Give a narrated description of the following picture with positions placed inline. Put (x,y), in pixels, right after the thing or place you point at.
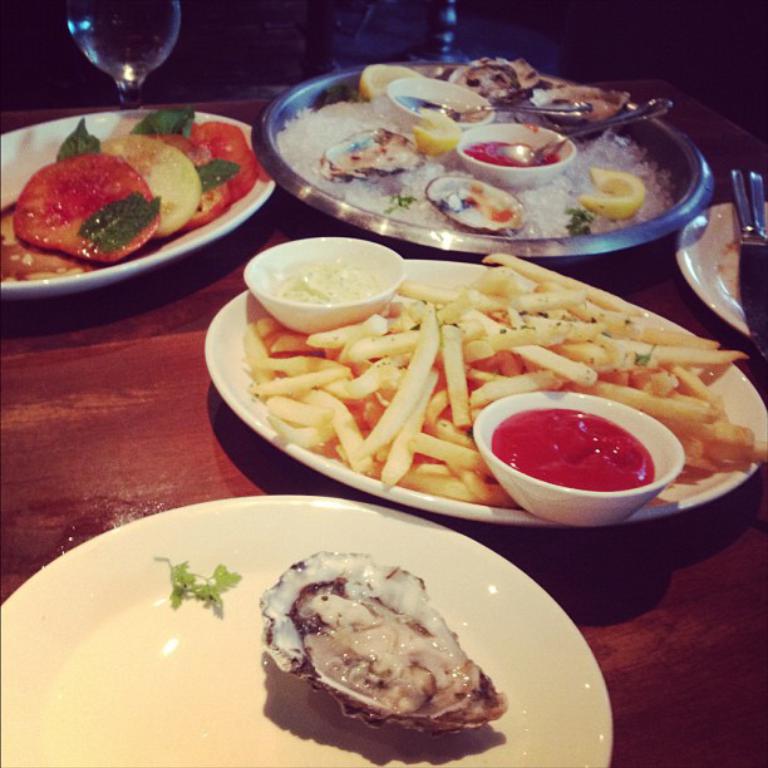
In this image there is a table (156,376), on the table (127,314) there are few plates (644,154), glass (125,22), in the plates (257,696) there are food items (163,150), forks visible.
